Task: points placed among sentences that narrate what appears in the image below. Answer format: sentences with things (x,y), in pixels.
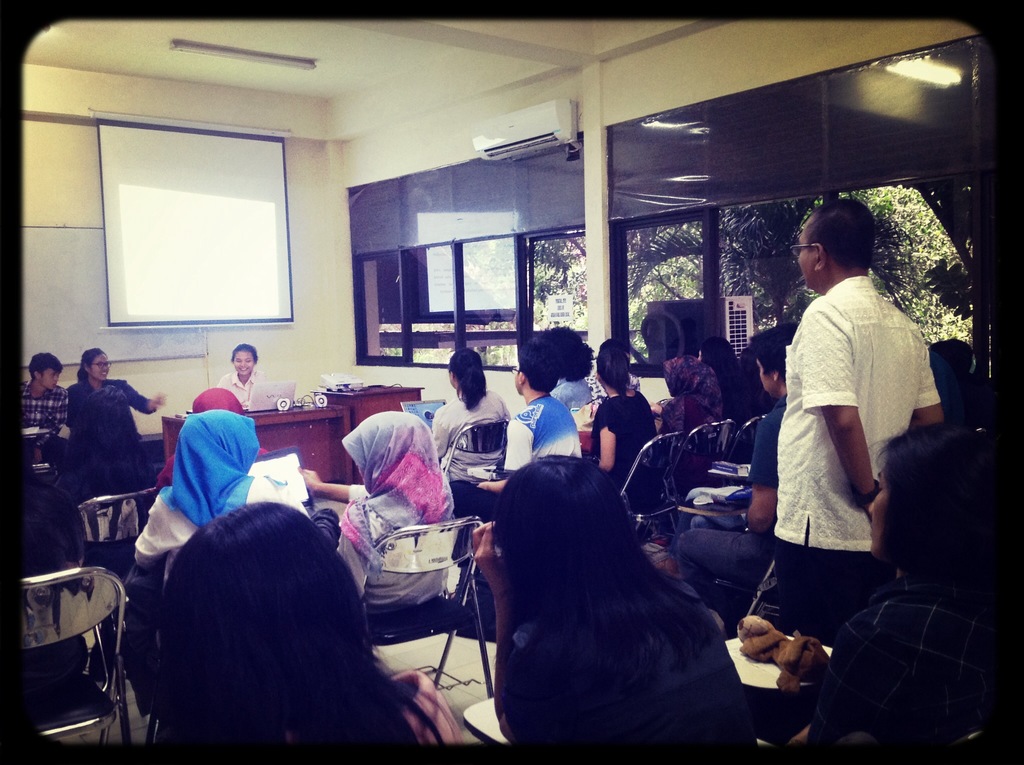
The picture is clicked inside a room (418,377) where there are several people (523,572) sitting on the chairs (445,557) with notebooks (301,498) in their hands (310,482). A guy (821,574) who is wearing a white shirt (809,318) stood up and talking with the person (251,359) sitting on the table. There are two people (49,381) sitting on the chair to the left side of the image (101,381) and there is a white screen (126,318) to the left side of the image (292,279).
